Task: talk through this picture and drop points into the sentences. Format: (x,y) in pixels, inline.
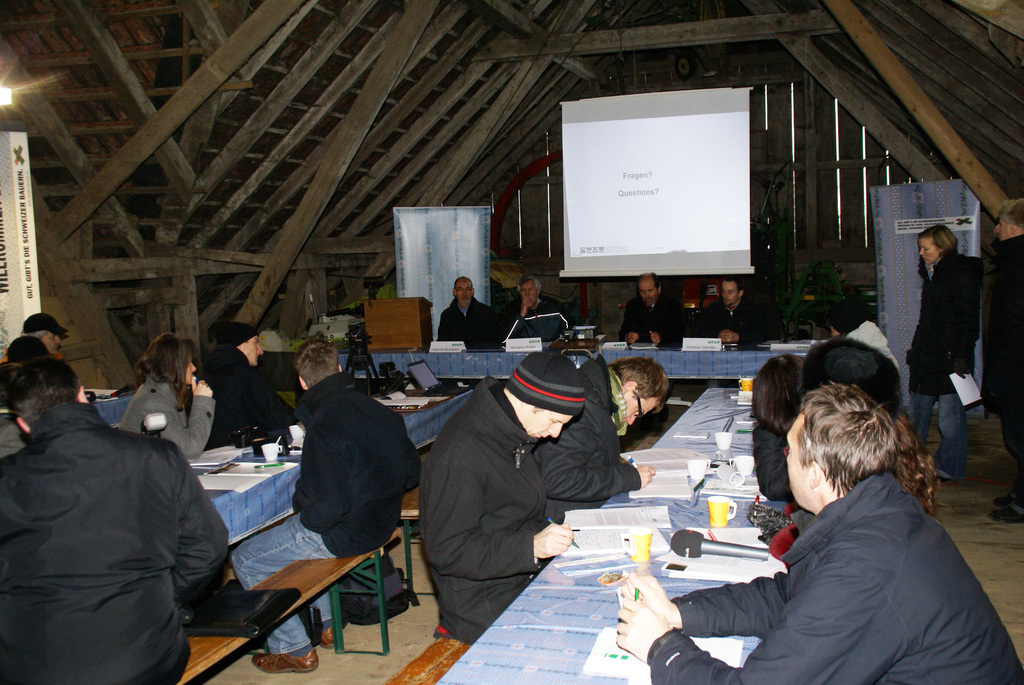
In the image there are few people (360,387) sitting. In front of them there are tables (703,424) with books (576,515), cups (639,532), laptops (413,368) and some other items (695,545). In the background (386,333) there is a screen (685,120) hanging and also there is a podium (405,326). Behind the podium (390,317) there is a poster (471,250). On the right side of the image (939,357) there are two people (975,287) standing and also there is a poster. At the top of the image (42,166) there are wooden poles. Behind the screen (738,239) there is a machine (768,217). And on the left side of the image (19,163) there is a poster (4,137).
